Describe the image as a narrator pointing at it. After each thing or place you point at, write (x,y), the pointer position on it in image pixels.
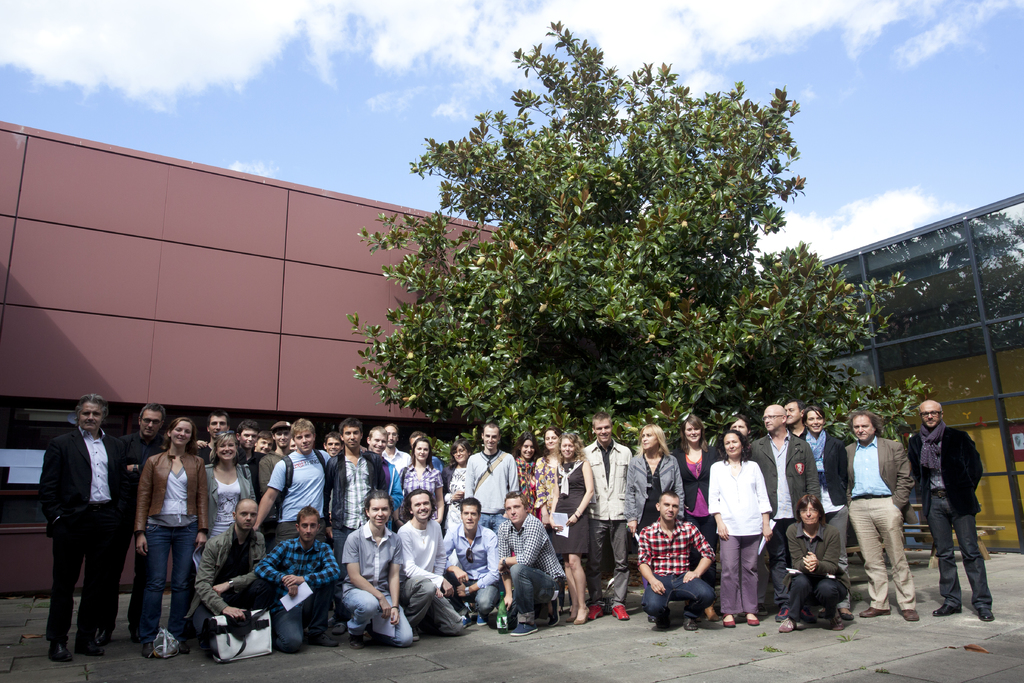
At the bottom of the image (888,536) few people (711,615) are standing and holding something and smiling. Behind them there is a tree (847,415). Behind the tree (702,400) there is a building (161,285). At the top of the image (236,100) there are some clouds (946,30) and sky (15,34).
